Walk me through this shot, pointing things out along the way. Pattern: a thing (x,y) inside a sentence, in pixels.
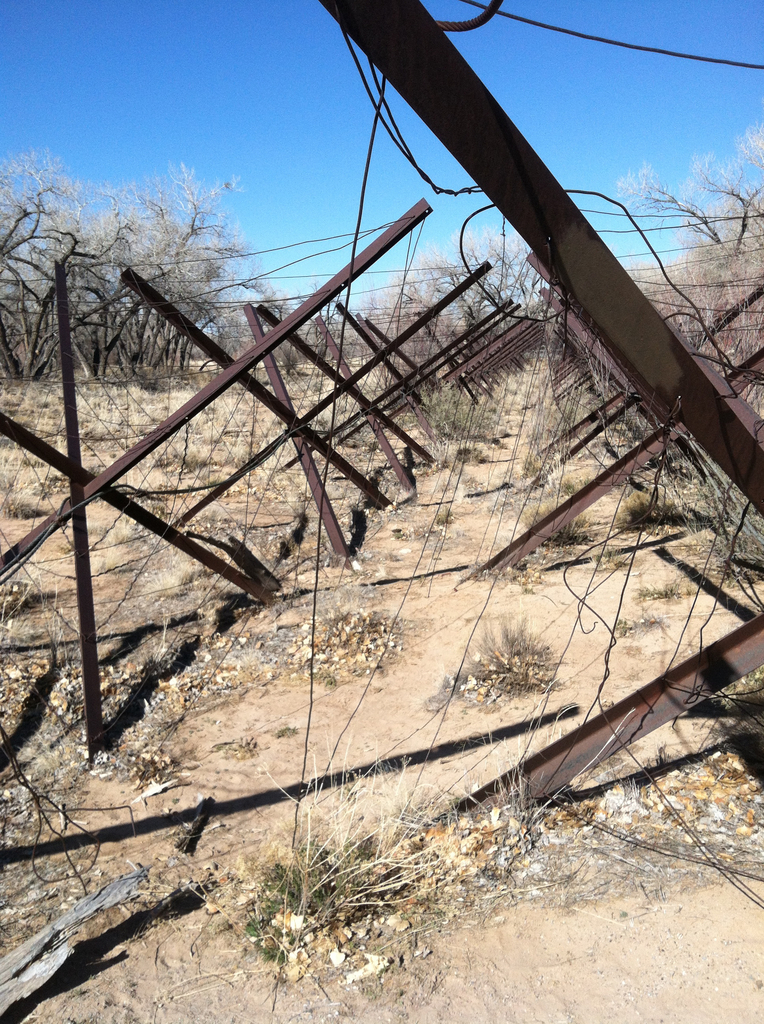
In this picture I can see the metal objects (368,485). I can see the wires (484,289). I can see trees (396,299). I can see the sky (315,176).
